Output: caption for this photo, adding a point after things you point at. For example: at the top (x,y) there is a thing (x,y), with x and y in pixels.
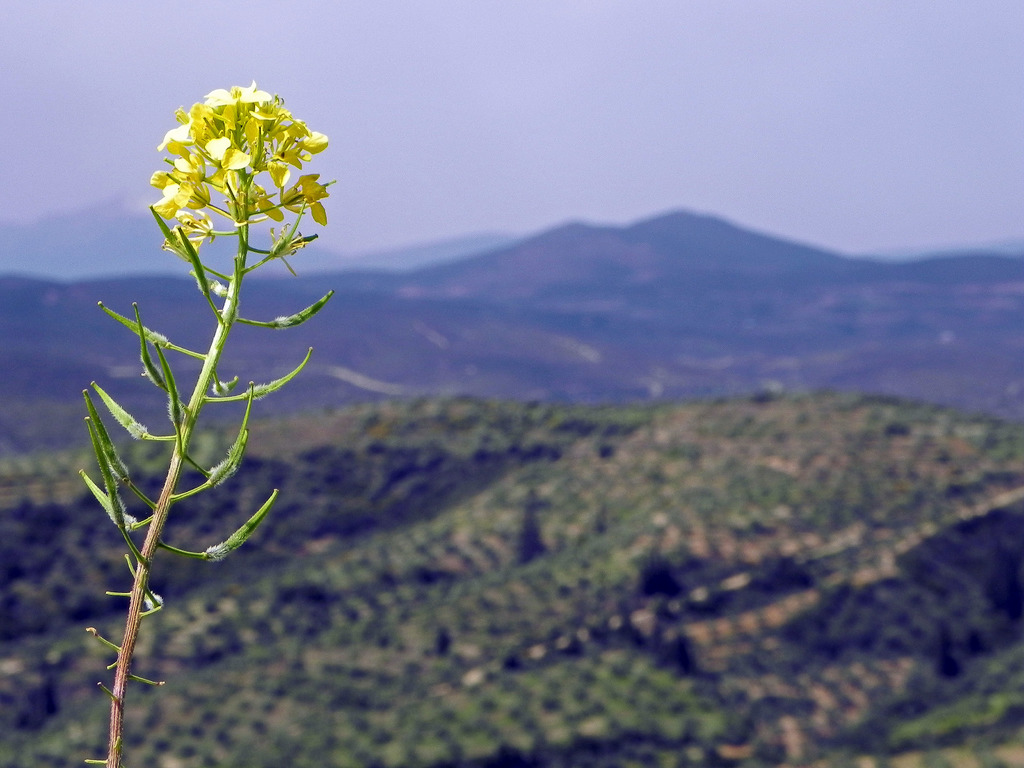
In this picture I can see trees (313,527) and a plant (113,756) with flowers (284,170) and I can see hills (524,295) and a cloudy sky (421,173).
